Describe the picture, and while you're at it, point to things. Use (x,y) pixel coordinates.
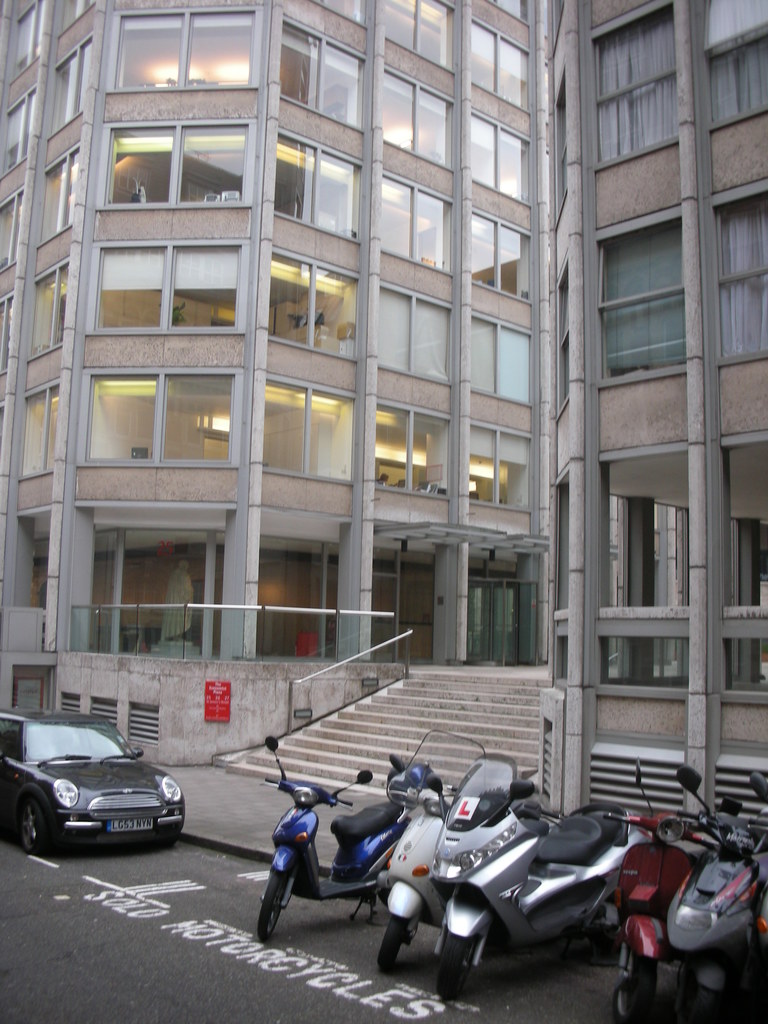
At the bottom of the image (26,956) there is a road (39,936). On the road (26,956) to the right side (704,895) there are few bikes (729,873) and to the left corner of the image (58,765) there is a black car (125,817). Behind them there is a footpath (330,815). And in the background (101,654) there is a building (306,240) with walls (186,693), glass windows (313,173) and pillars (368,172). And below building (424,573) there are steps (437,671) with railing (265,643) and also there is a red poster (211,696) to the wall (196,698).
